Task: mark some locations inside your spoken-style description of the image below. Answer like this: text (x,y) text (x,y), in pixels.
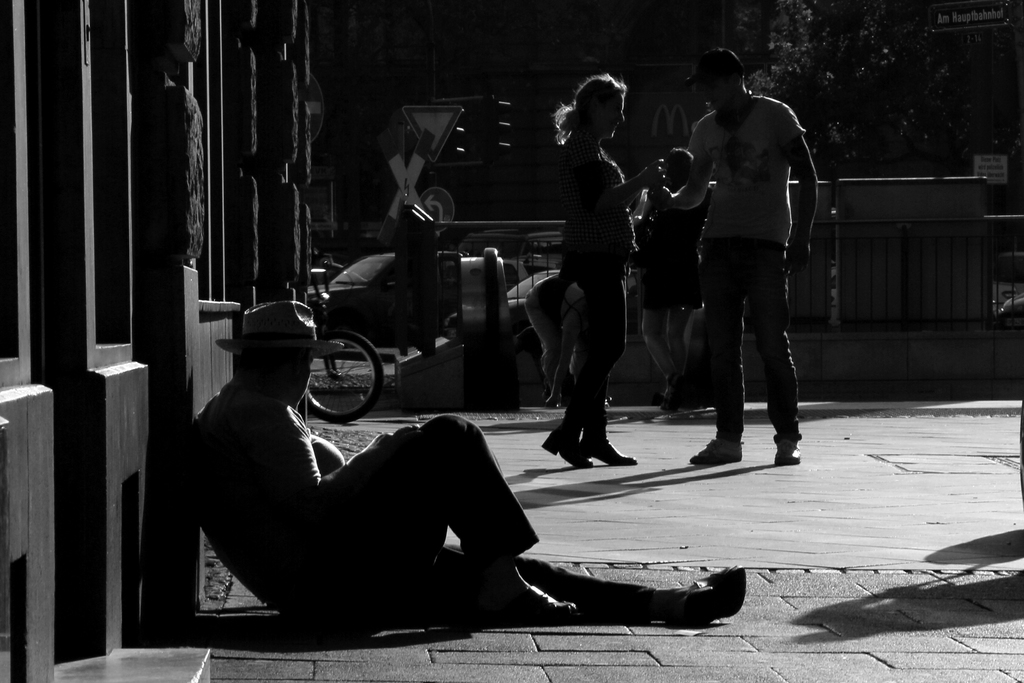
This image consists of five people (503,542) in this image. In the front (365,558), the man (351,544) is sitting on the road (569,662). In the middle (599,325), there are two persons (732,305) standing on the road (709,422). At the bottom (836,658), there is a road (929,412). On the left (118,222), there is a building (163,233). In the background (882,238), we can see a fencing (902,297). On the left (315,392), there is a bicycle (359,374). On the right (873,88), there is a tree (855,80).
